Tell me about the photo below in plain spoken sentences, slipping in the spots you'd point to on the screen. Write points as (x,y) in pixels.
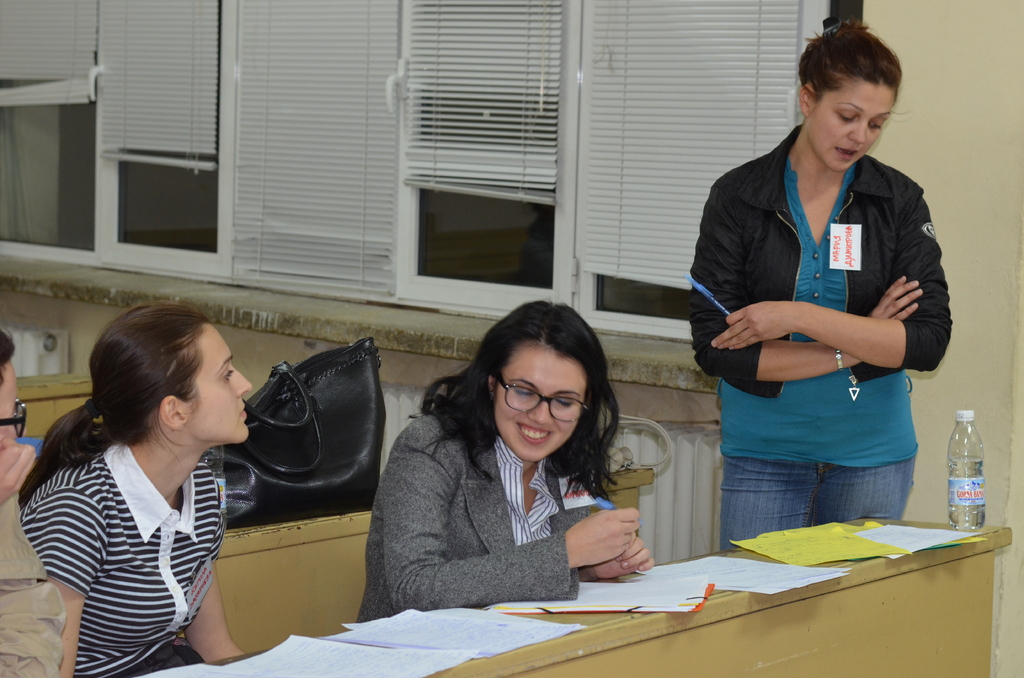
This picture describe about classroom (240,367). In front (613,528) we can see a girl (577,486) sitting on the wooden bench (741,640) and smiling. On the bench (480,670) we can see many papers (589,599) and water bottle (953,473). Beside we can see a girl (766,362) wearing black color jacket (740,356), standing and looking in the papers (422,636). Behind we can see glass window (358,99) with white blinds (353,185) on it.
